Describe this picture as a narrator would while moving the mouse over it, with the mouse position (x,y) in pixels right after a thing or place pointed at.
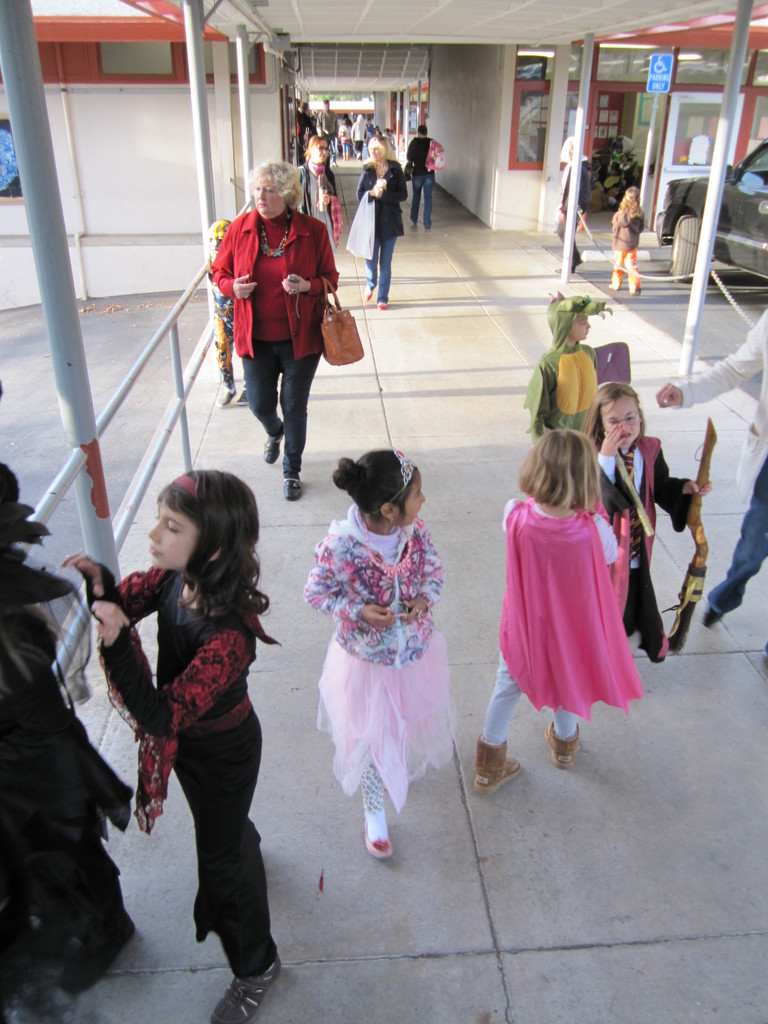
In this image we can see a group of persons (239,495) and among them few people (239,495) are holding objects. Beside the persons (698,391) we can see a barrier (178,335). At the top (199,194) we can see a building (489,6). In the top right (692,237), we can see a car (685,229) and a pole (647,173) with a board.
